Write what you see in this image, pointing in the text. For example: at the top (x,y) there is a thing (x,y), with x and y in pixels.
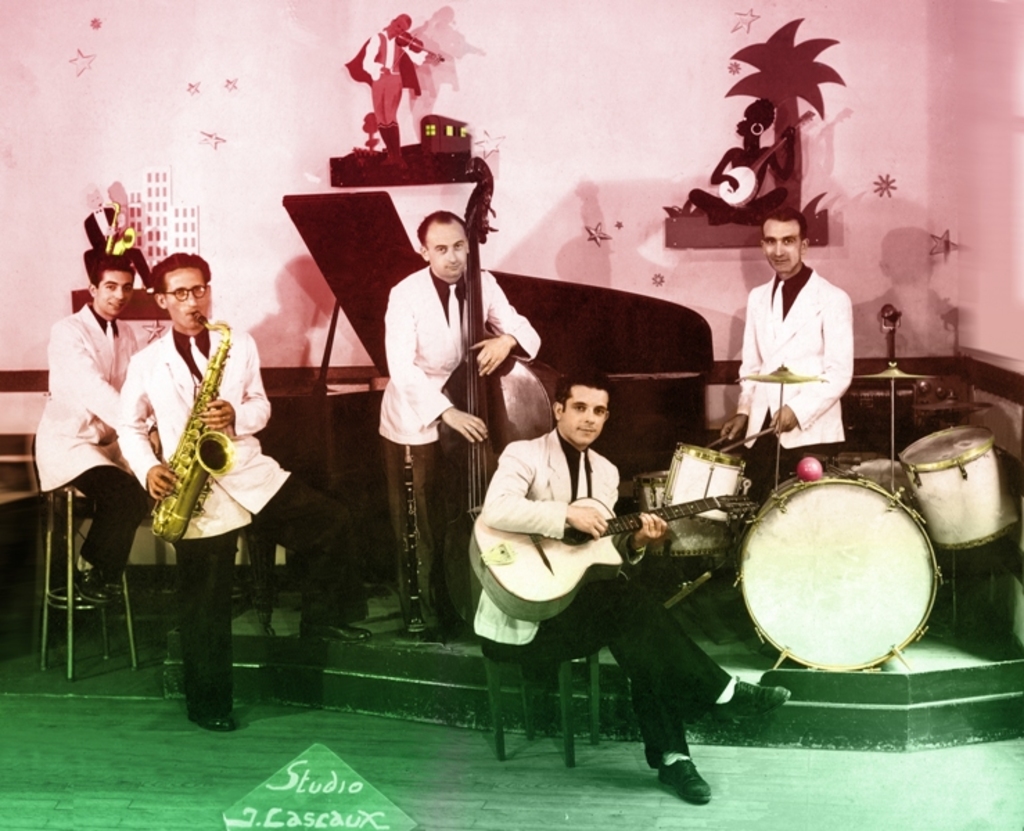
There are 5 men (239,470) with musical instruments (183,471) in their hand (216,408) and giving pose. Behind them there are wall stickers (192,209) on the wall (236,201).
